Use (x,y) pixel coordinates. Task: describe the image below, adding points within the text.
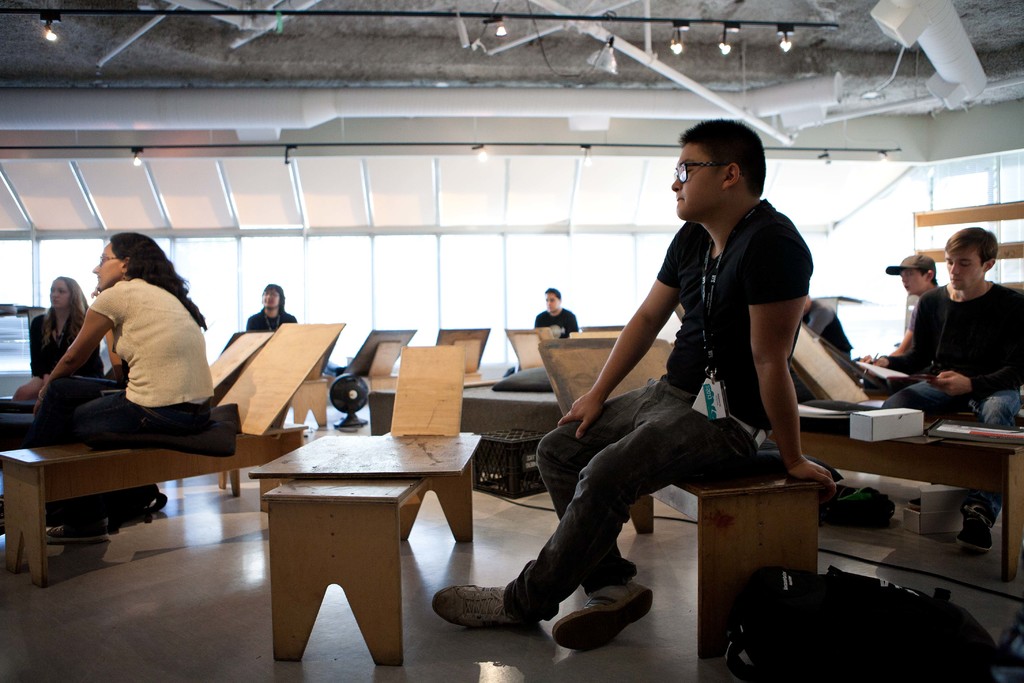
in this image i can see benches (358,511). the person (645,480) at the front (700,351) is sitting on a bench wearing a black t shirt (676,367) and a pant (594,479). a woman (176,373) at the left (176,375) is wearing white t shirt (173,344) and she is watching.
